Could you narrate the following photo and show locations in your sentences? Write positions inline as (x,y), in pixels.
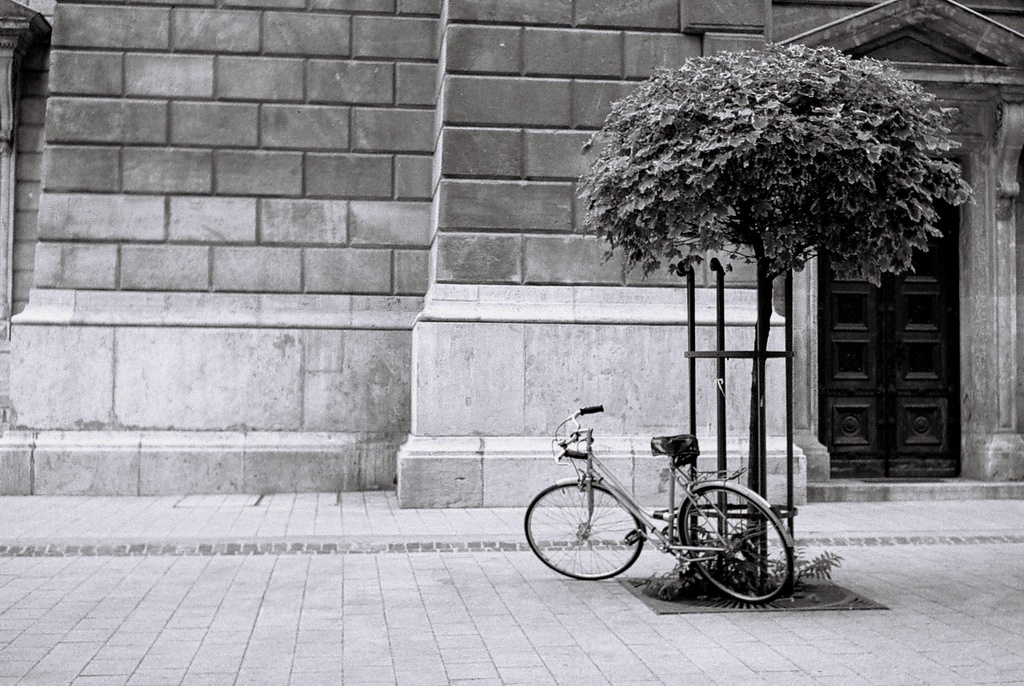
This is black and white picture where we can see the front view of a building (501,138) and door (869,349). In front of the building (864,485) one tree (748,131) and a bicycle (702,516) is there.
